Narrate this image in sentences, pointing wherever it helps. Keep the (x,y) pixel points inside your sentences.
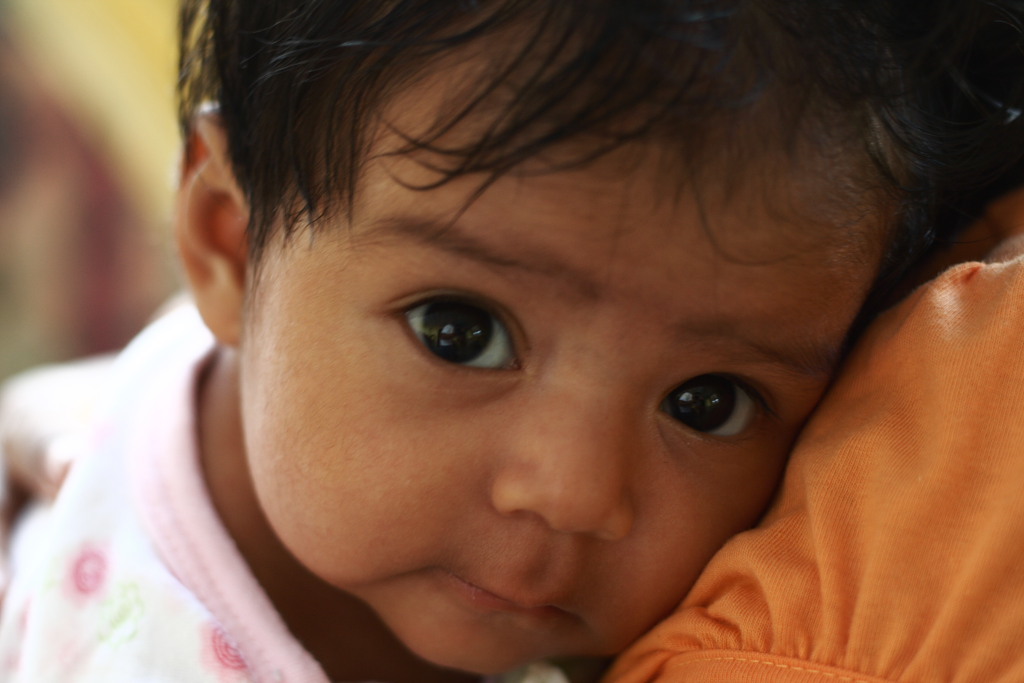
This is the picture of a little girl (538,387) in pink and white dress (149,559) and to the side there is a orange color cloth (810,550).
